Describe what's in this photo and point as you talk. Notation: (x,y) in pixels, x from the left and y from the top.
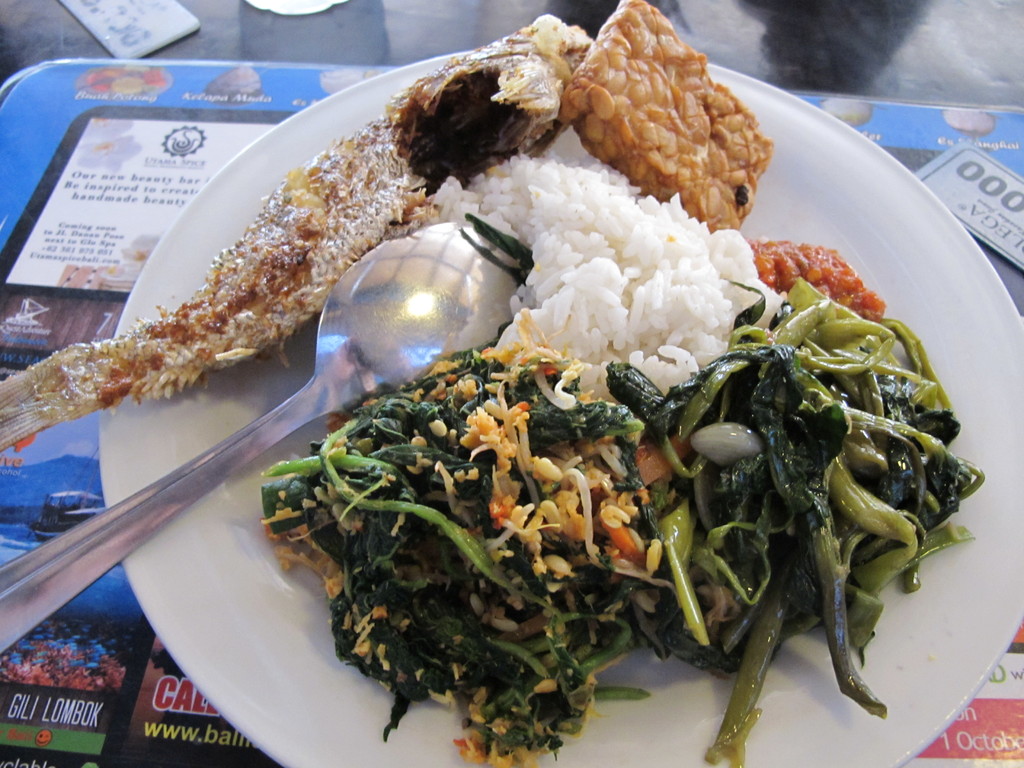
In the picture I can see a plate (254,606) on the table (218,148). I can see rice (630,295), curries (500,448) and a spoon (462,280) on the plate (331,698).
